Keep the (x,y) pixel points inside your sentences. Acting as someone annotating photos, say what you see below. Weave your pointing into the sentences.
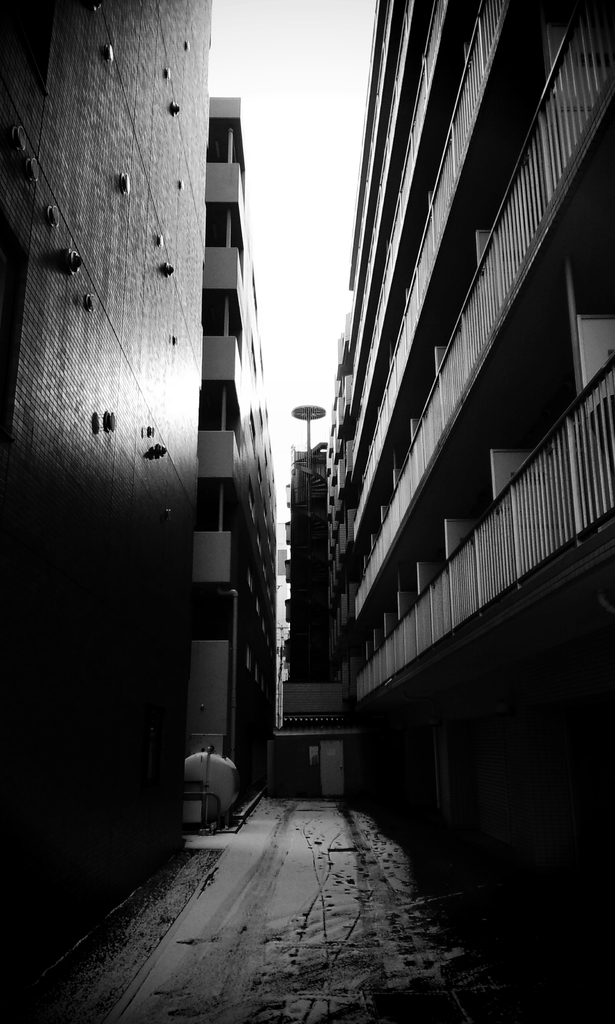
This is a black and white image. In this image we can see buildings (170,539), railings (392,372) and sky (337,285).
